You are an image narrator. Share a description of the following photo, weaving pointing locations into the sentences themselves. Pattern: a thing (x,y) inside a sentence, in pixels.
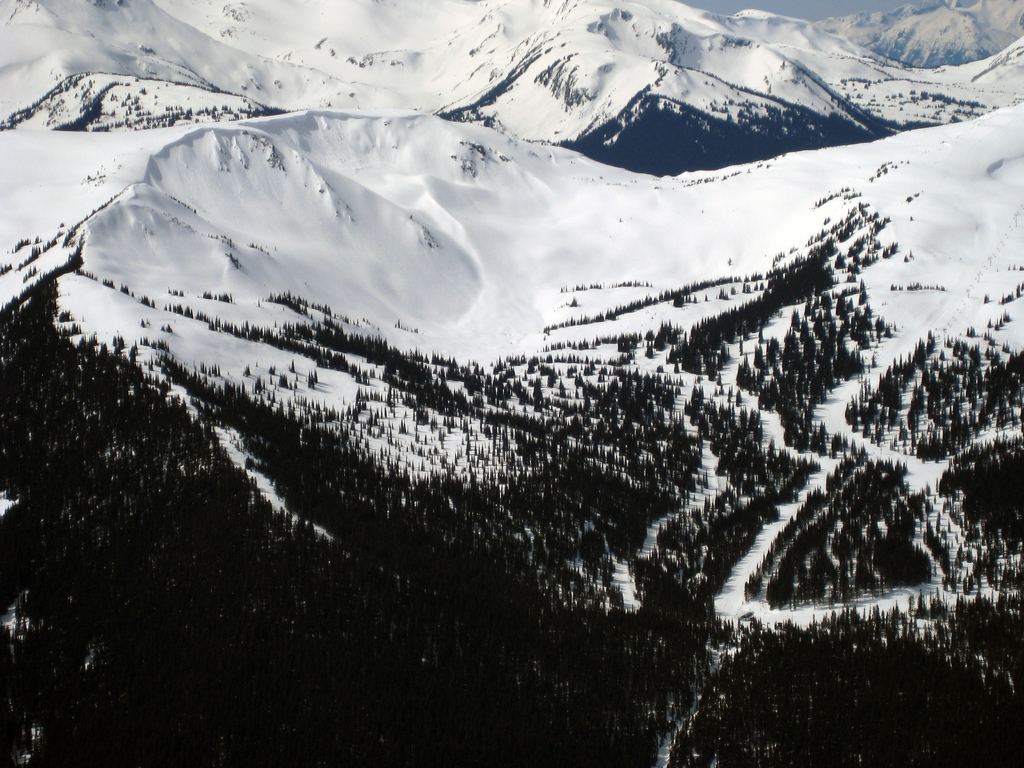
In this image we can see an aerial view of a place, there are some trees (486,482), snow (110,295), also we can see the mountains (578,118).
